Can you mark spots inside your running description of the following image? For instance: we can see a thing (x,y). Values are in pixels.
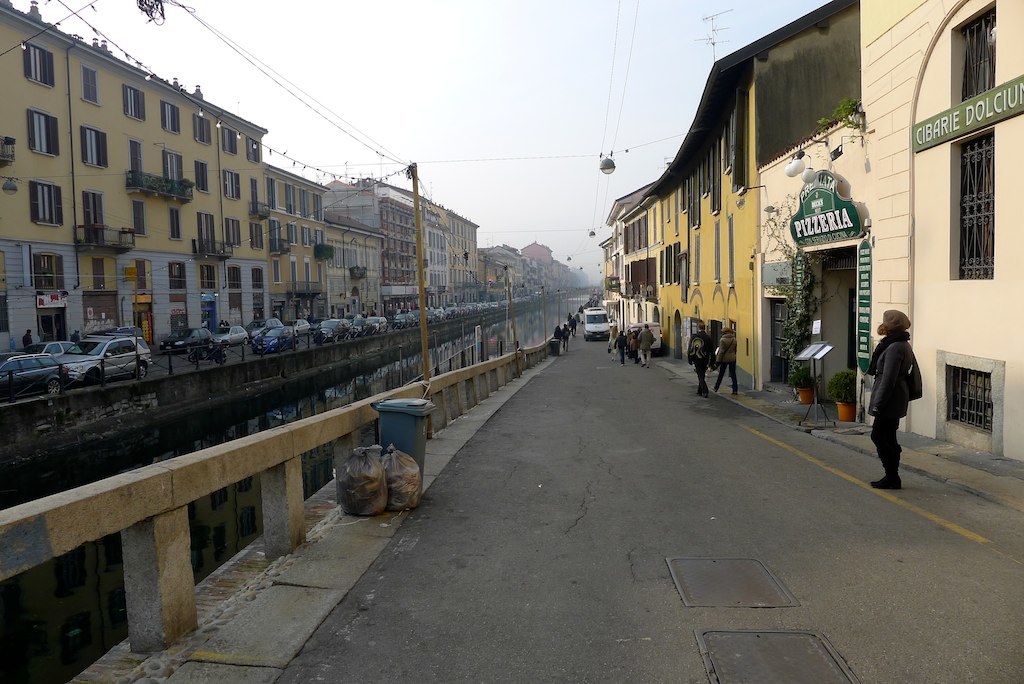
On the right side of the image (901,199) there is a vehicle (595,324) moving on the road (497,462) and there are a few people (645,349) walking, there are a few objects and there are buildings (673,192). On the left side of the image (27,253) there are buildings (150,290), in front of the buildings (95,325) there are so many vehicles (289,325) parked on the road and there are a few poles (419,239) connected with cables (154,8). In the background (449,113) there is the sky (476,156).
